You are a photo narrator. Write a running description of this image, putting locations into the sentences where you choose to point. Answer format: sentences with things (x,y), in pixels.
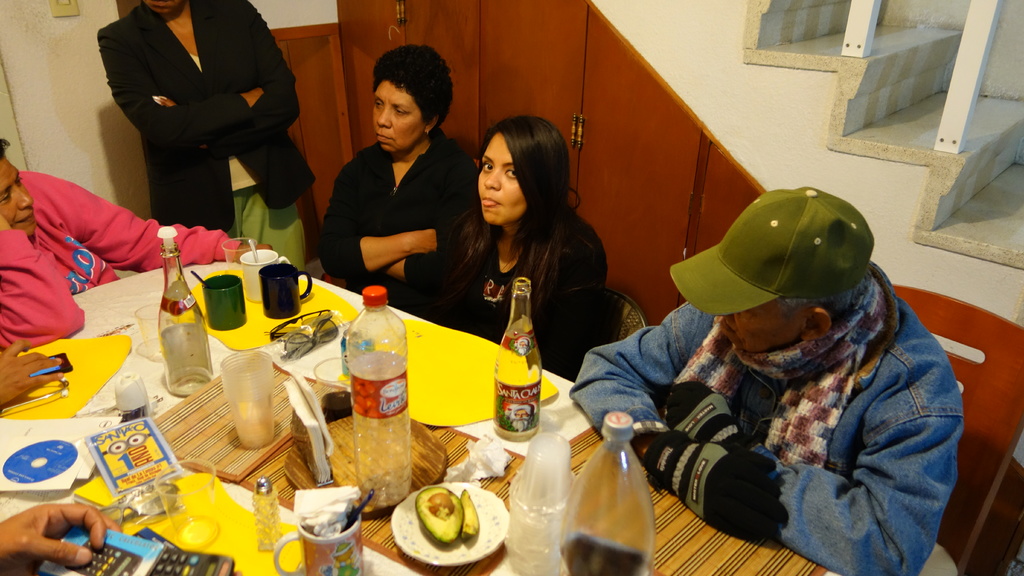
In the image there is a table (449,362), on the table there are cups (215,303), bottles (361,434), eyewear (301,346), calculator (168,552), glasses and many other items (85,451). Around the table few people (380,185) are sitting on the chairs (610,294) and one person (214,108) is standing in front of the wall (77,64), in the background (641,131) there are cupboards (656,137) and above the cupboards (643,133) there are stairs (923,62).
